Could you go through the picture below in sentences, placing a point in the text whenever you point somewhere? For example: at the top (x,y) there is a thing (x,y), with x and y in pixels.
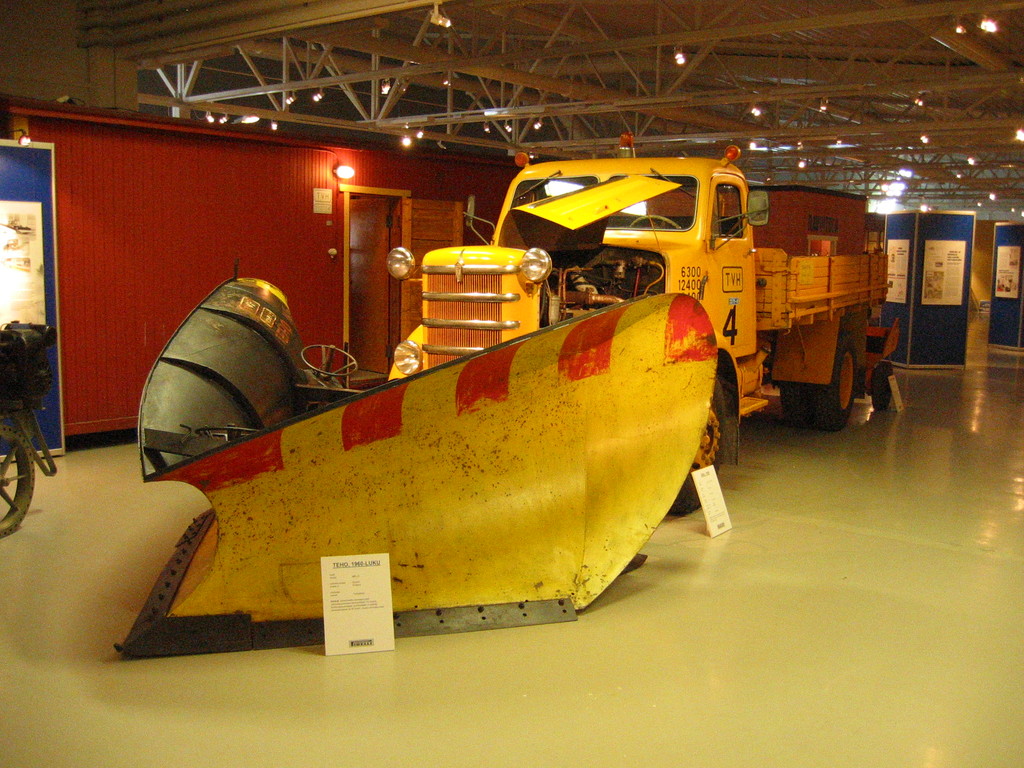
In the center of the image (662,309), we can see vehicles (552,482) on the floor (822,659) and in the background (687,137), there are boards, lights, rods (744,102) and there is a door (420,217). At the top (523,67), there is a roof (518,63).
